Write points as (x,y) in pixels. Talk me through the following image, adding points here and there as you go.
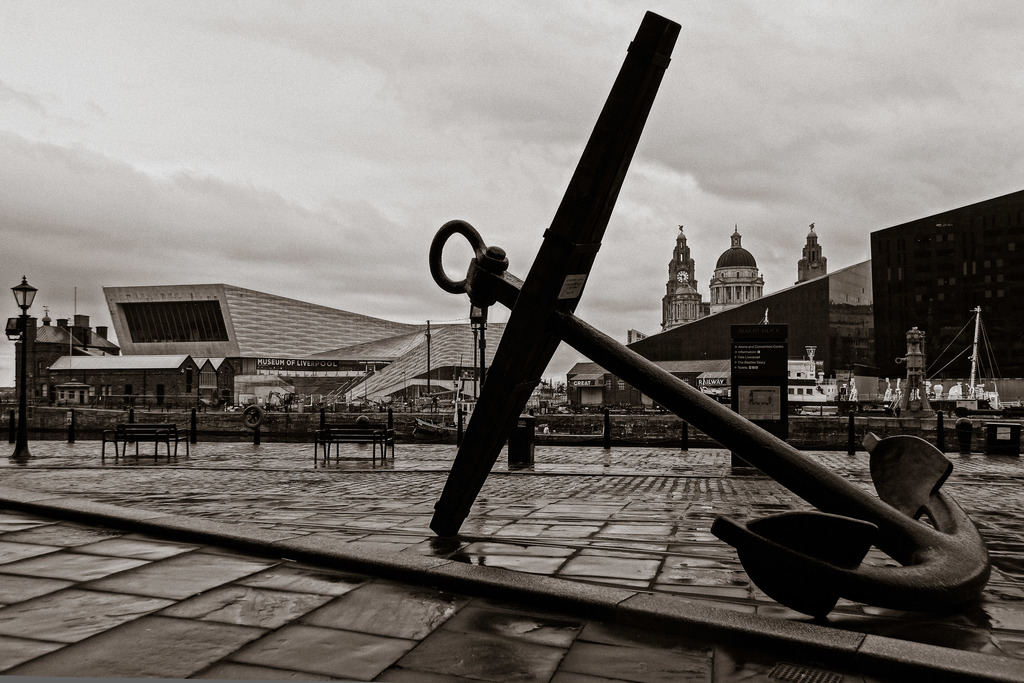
In this image I can see an anchor (622,374), background (221,329) I can see buildings (231,318), light poles (12,323), two benches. I can also see sky (374,160) and the image is in black and white.
